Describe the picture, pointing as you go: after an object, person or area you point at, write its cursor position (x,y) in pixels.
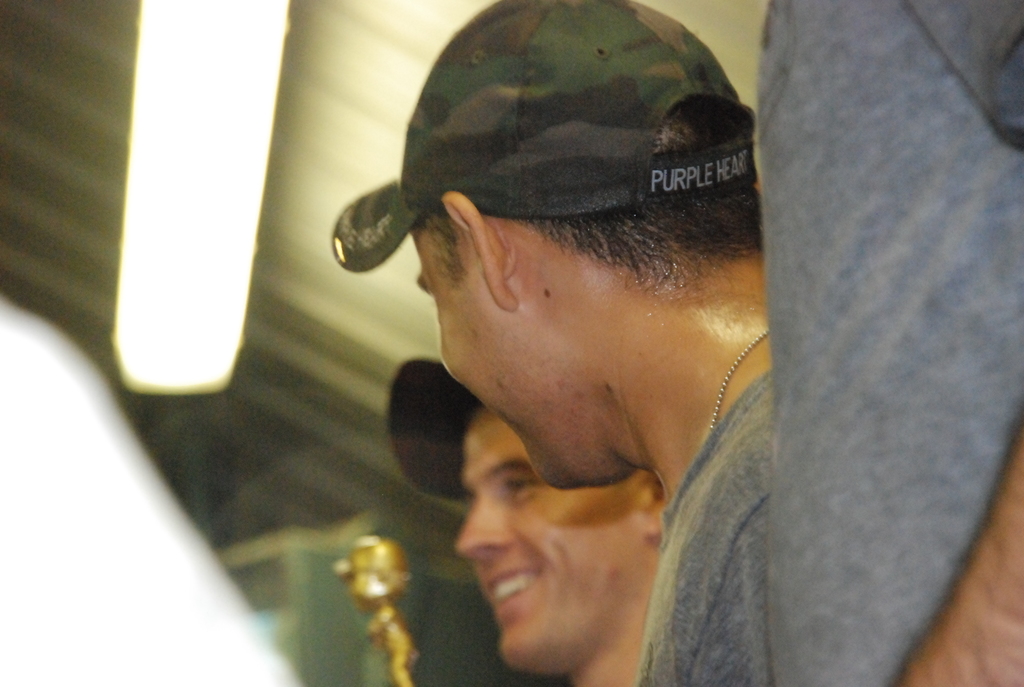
In this image in front (536,586) there are two persons (642,398) wearing a smile on their faces (553,517). Beside them there is a doll (387,589). On the backside (412,563) there is a wall (293,416). At the top of the roof (288,376) there is a light (156,321).
